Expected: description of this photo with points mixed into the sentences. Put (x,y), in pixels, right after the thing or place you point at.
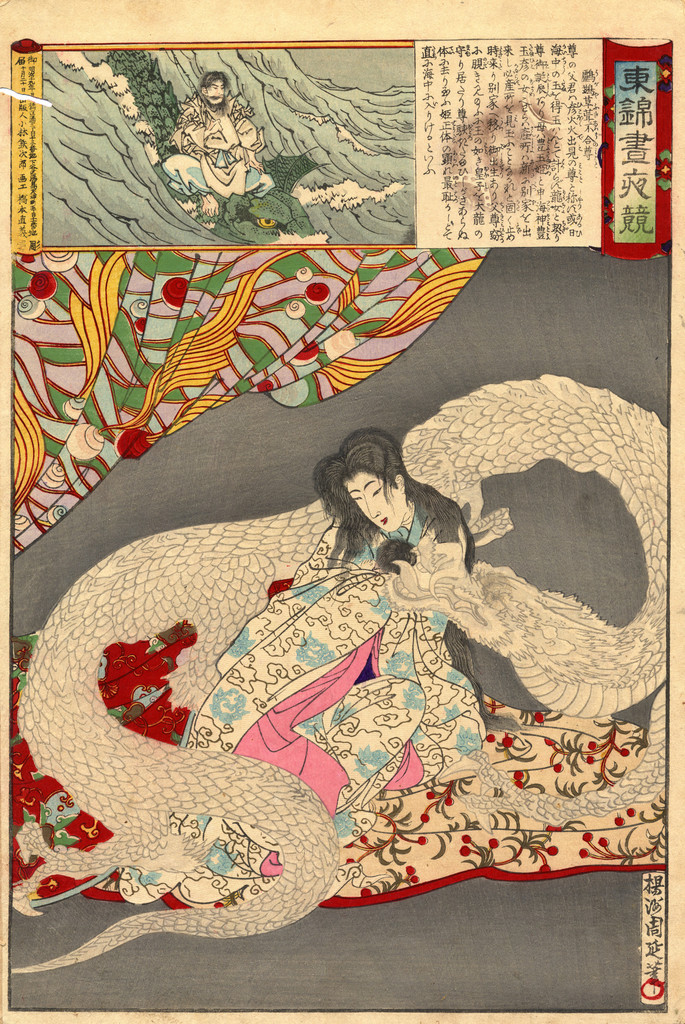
This is a poster and in this poster we can see two people (328,677), dragon snake (432,582), clothes (108,677), some objects (123,444) and some text (548,180).
